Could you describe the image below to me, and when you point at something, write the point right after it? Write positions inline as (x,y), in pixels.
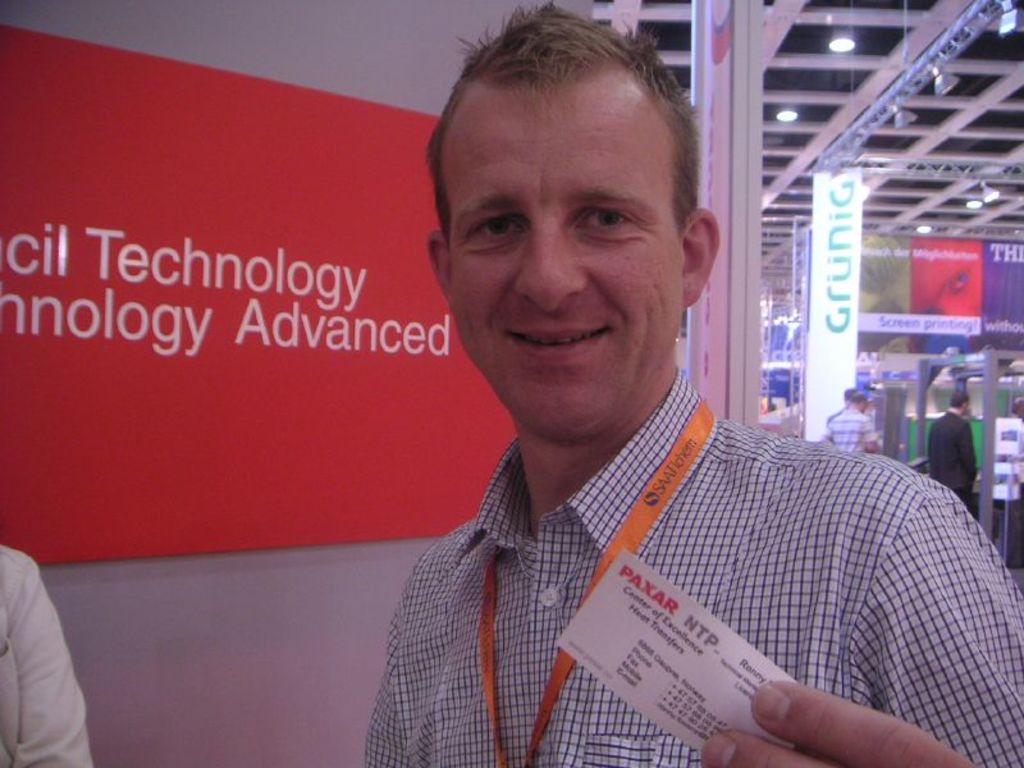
In this image I can see a man (783,659) is standing, he wore orange color Id card (654,493), shirt (530,536). On the left side (186,225) there is a board (298,401) in red color. On the right side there are lights (897,106) at the top (903,126).
